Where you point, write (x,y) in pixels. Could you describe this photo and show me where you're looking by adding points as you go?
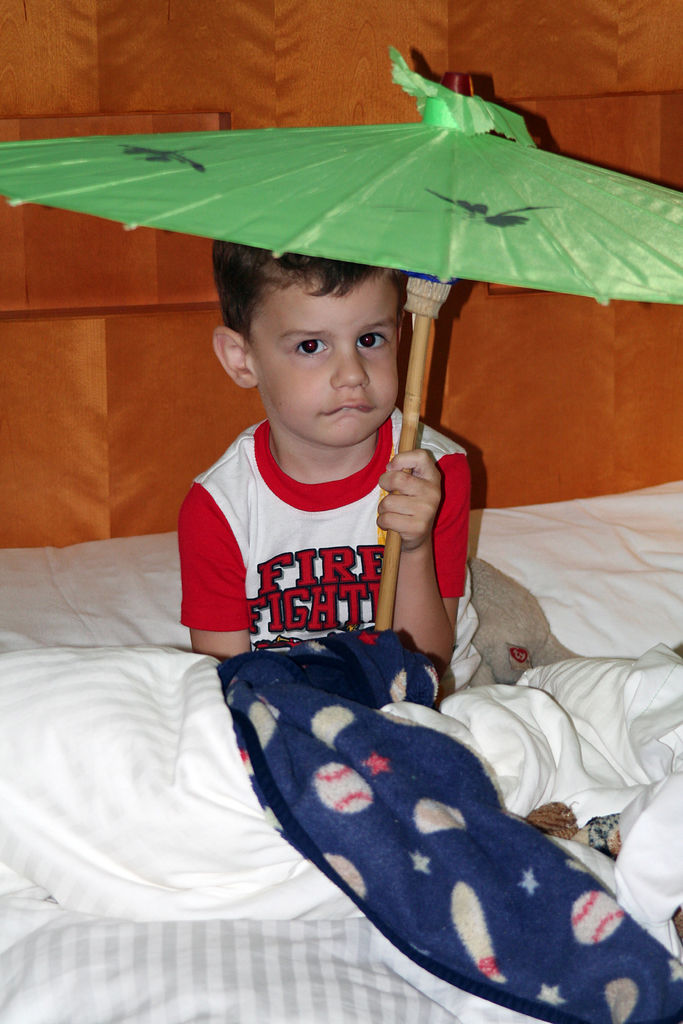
In this image there is a boy (286,525) sitting on the bed (167,648) by holding the green colour umbrella (379,212). At the bottom (371,739) there are blankets (397,739) on the boy (419,590).
